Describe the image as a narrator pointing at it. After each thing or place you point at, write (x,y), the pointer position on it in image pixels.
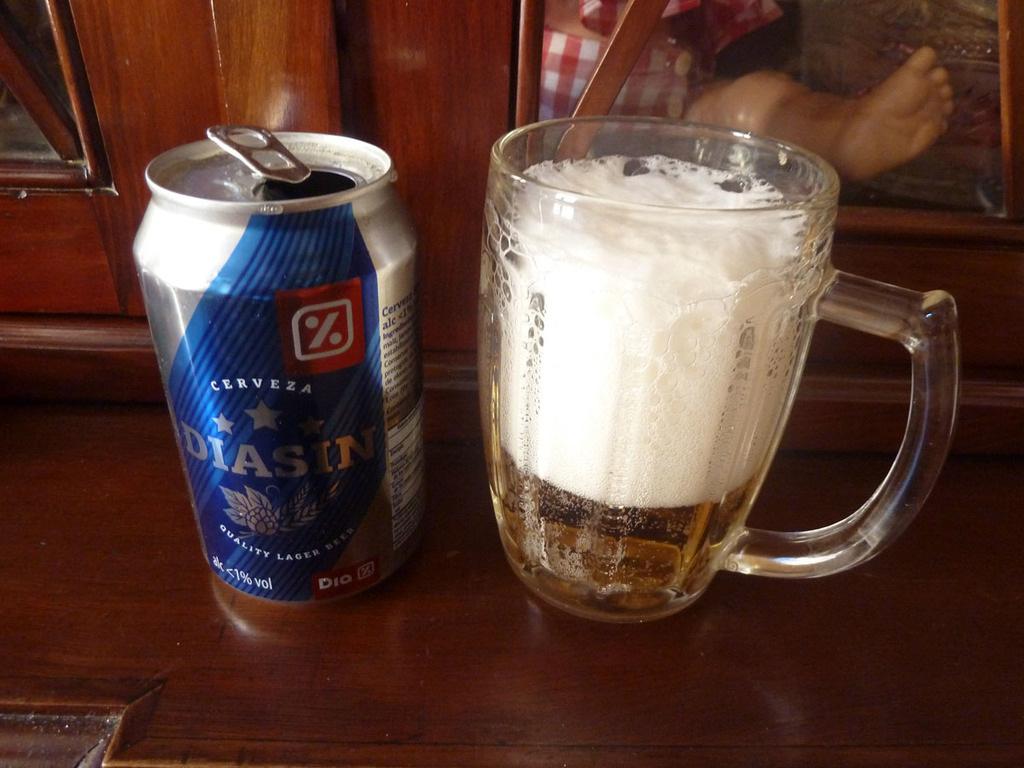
In the center of the image (469,488) we can see one table (425,625). On the table (407,570), we can see one can (220,422) and one glass (656,430). In the background (254,82) there is a door (400,91), human leg (809,101) and a few other objects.
